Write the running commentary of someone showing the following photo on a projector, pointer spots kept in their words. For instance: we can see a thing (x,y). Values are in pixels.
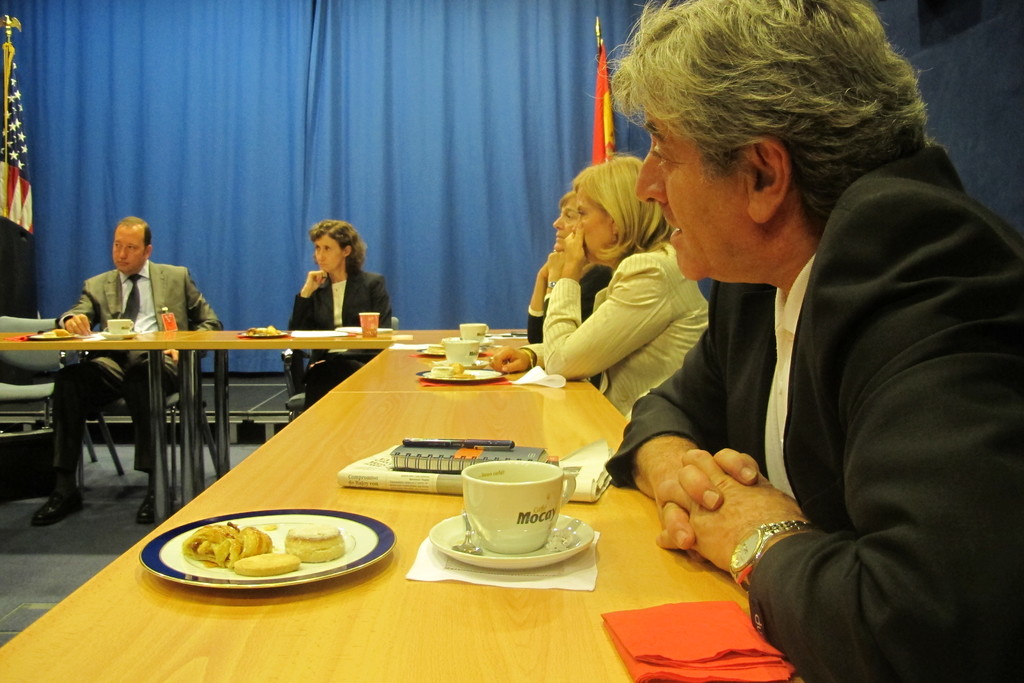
inside the room (410,154) there are many people (720,444) sitting on the chair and tables (371,389) are present and many things (372,334) are present on the table (390,376) like book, paper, plates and biscuits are also present on the table (137,641).
